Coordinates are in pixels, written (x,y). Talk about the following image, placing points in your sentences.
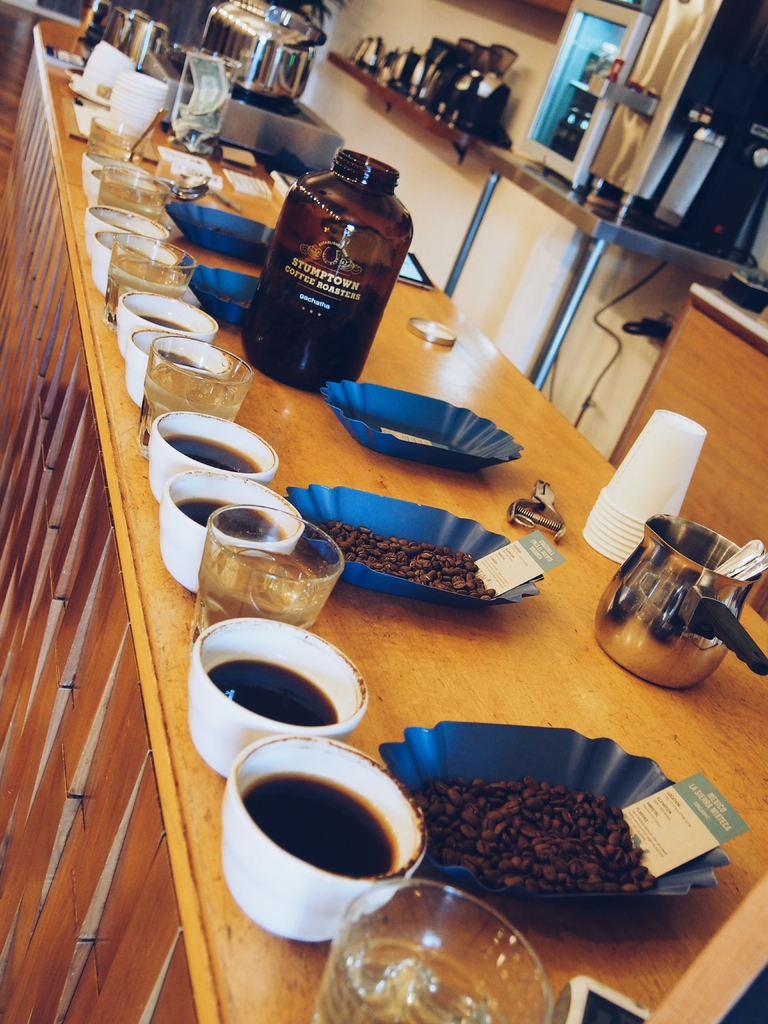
This picture shows few cups (131,231) and bottles (259,294) on the table (92,605).
